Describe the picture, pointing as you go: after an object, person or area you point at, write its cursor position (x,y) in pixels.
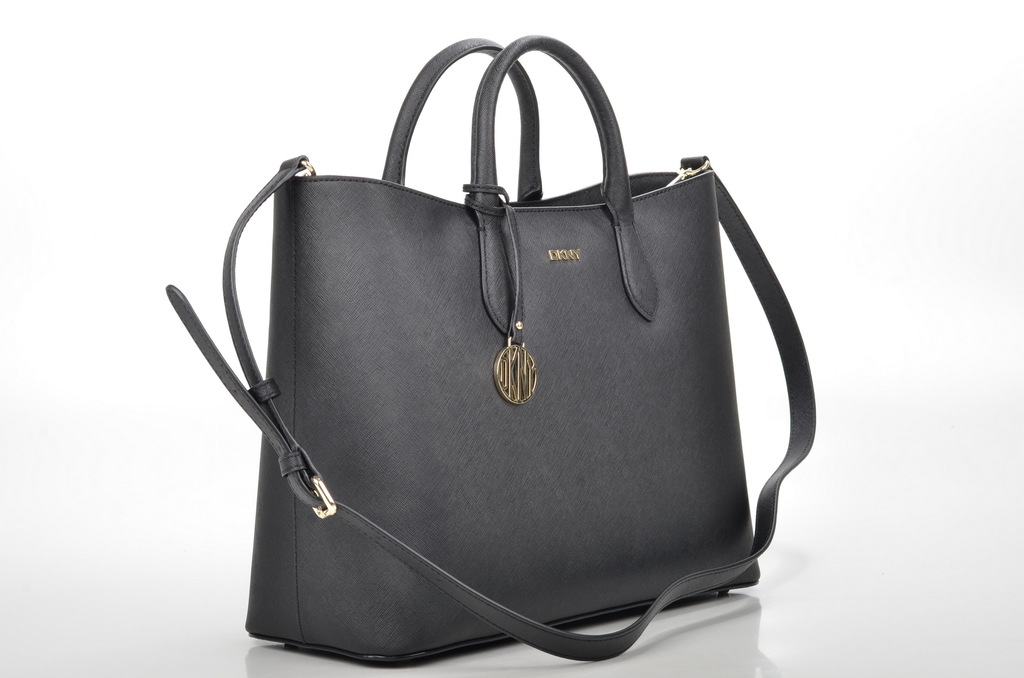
There is a black colour hand bag (366,657) on the table (643,653).
